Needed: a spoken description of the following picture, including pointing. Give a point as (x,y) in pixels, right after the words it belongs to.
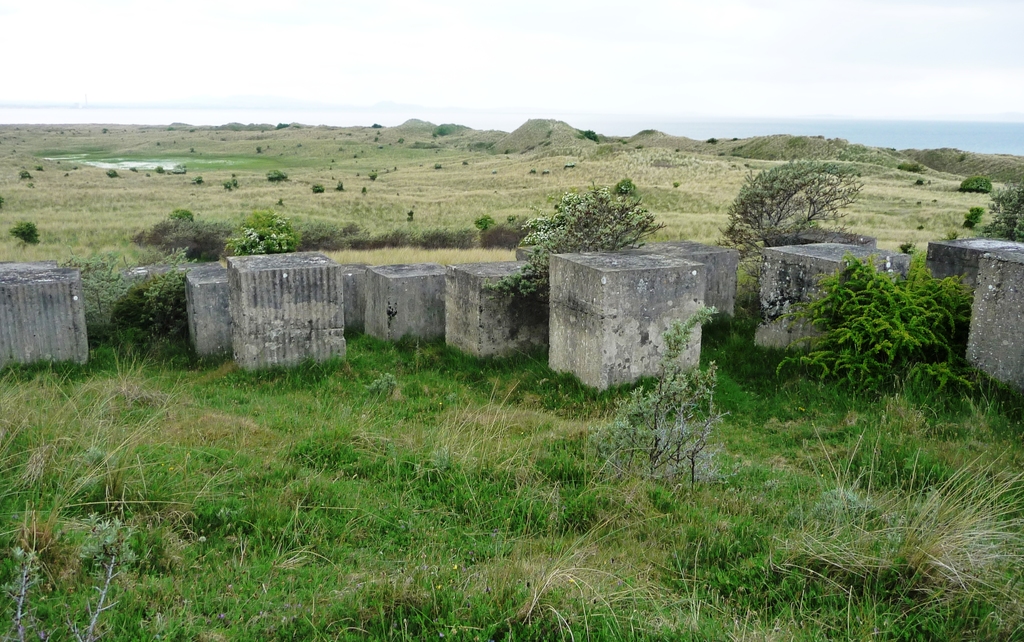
In this picture i can see there is grass (30,409), plants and pillars (44,330) and the sky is clear.
